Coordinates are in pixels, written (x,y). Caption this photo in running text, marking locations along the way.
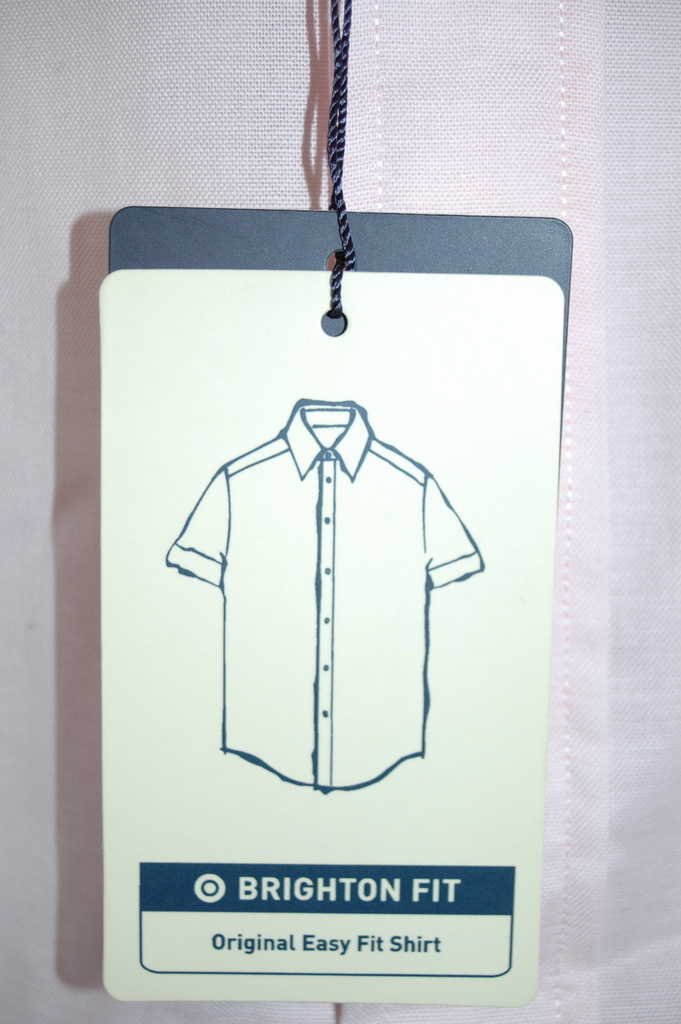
In this image there is a shirt (601,928) with a tag (252,638) and on the tag (308,614) there is an image (288,662) of a shirt (274,632) and there is a text (326,945).
